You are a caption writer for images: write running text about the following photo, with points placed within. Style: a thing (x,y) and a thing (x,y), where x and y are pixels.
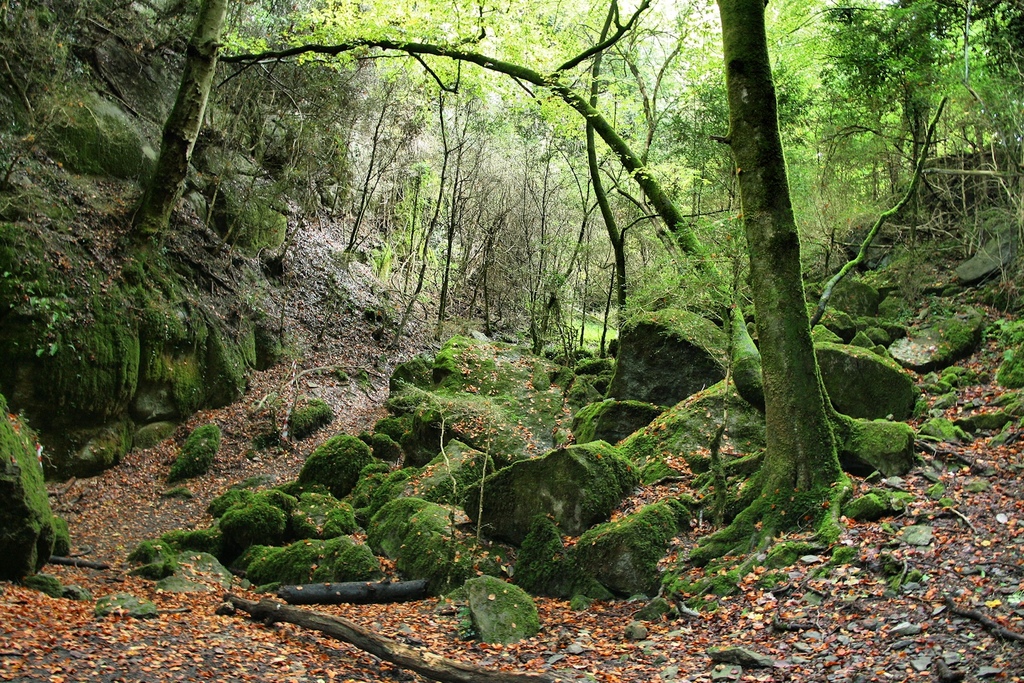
In this image we can see group of trees (320,128), stones (873,422) are placed on the ground (900,572).
